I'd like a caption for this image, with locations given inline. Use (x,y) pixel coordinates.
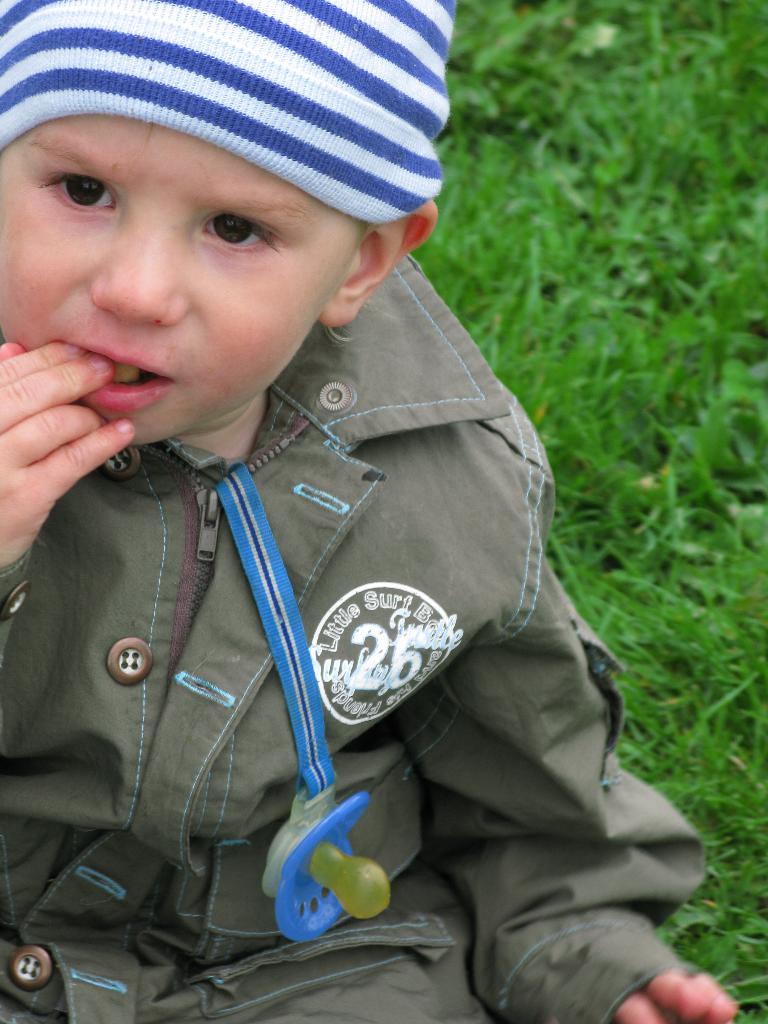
In the center of the image (465,426), we can see a baby (263,320) wearing cap (263,170) and there is a baby pacifier (325,827). In the background (598,368), there is grass (654,379).
